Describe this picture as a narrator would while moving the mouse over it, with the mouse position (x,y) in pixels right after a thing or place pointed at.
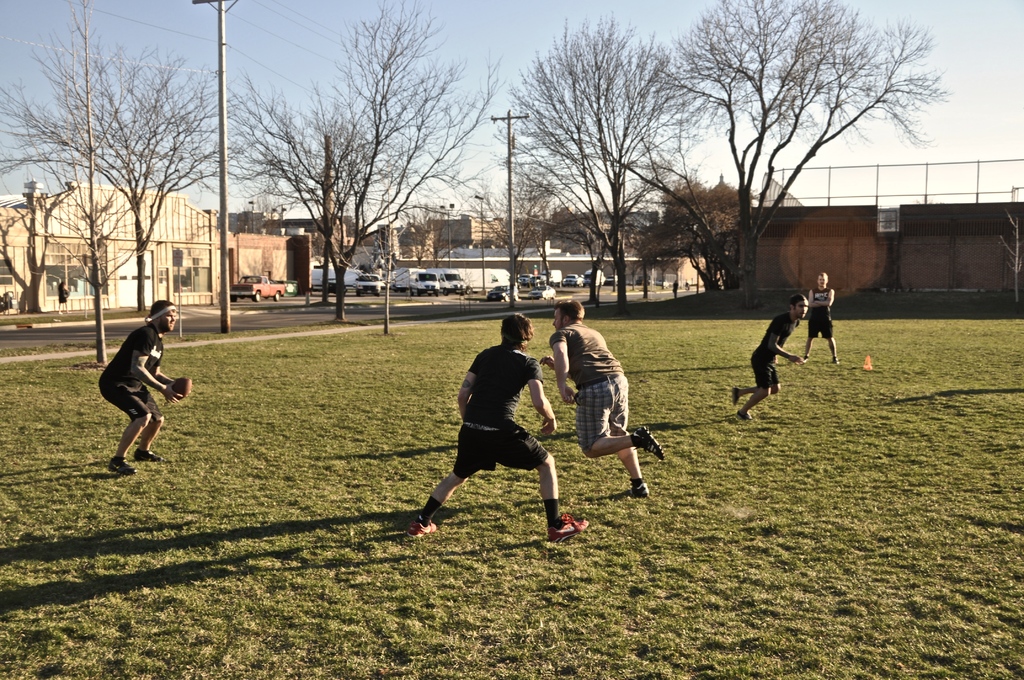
In this image there are few men (625,374) who are running on the ground (558,400). In the background (171,260) there are houses (464,234). There are electric poles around the ground (654,546). In the background (861,245) there is a wall (883,248). At the top (975,70) there is the sky (968,74). There are vehicles (468,285) on the road (280,314).
